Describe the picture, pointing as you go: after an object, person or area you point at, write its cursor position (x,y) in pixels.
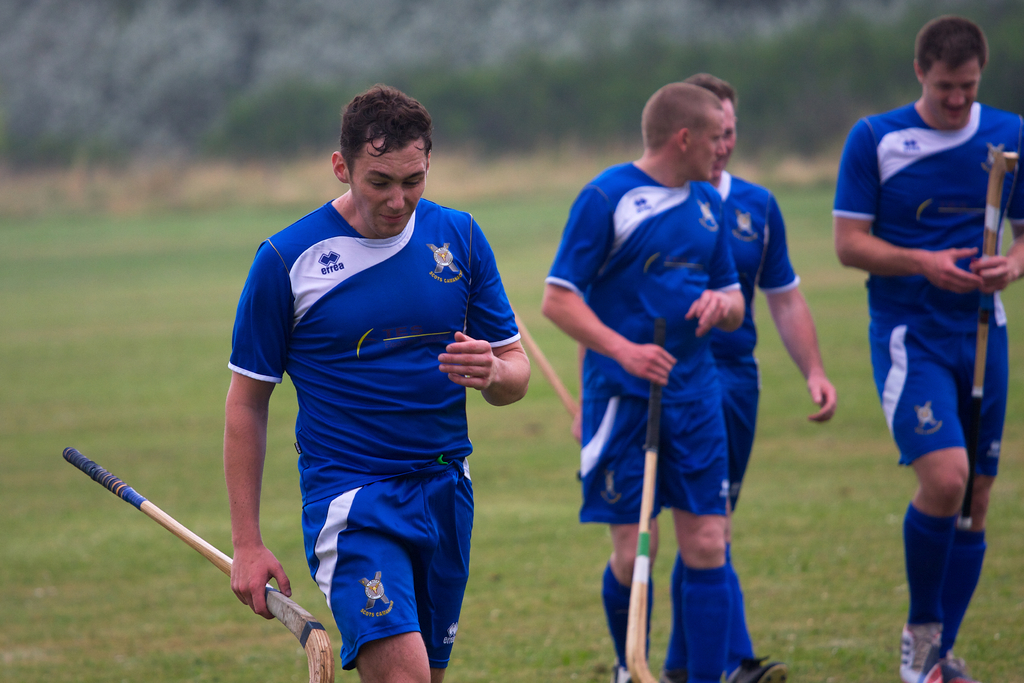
In this picture we can see there are four people (396,408) holding the hockey sticks (182,528) and walking on the grass path (573,551). Behind the people (570,271) there is a blurred background (809,59).
